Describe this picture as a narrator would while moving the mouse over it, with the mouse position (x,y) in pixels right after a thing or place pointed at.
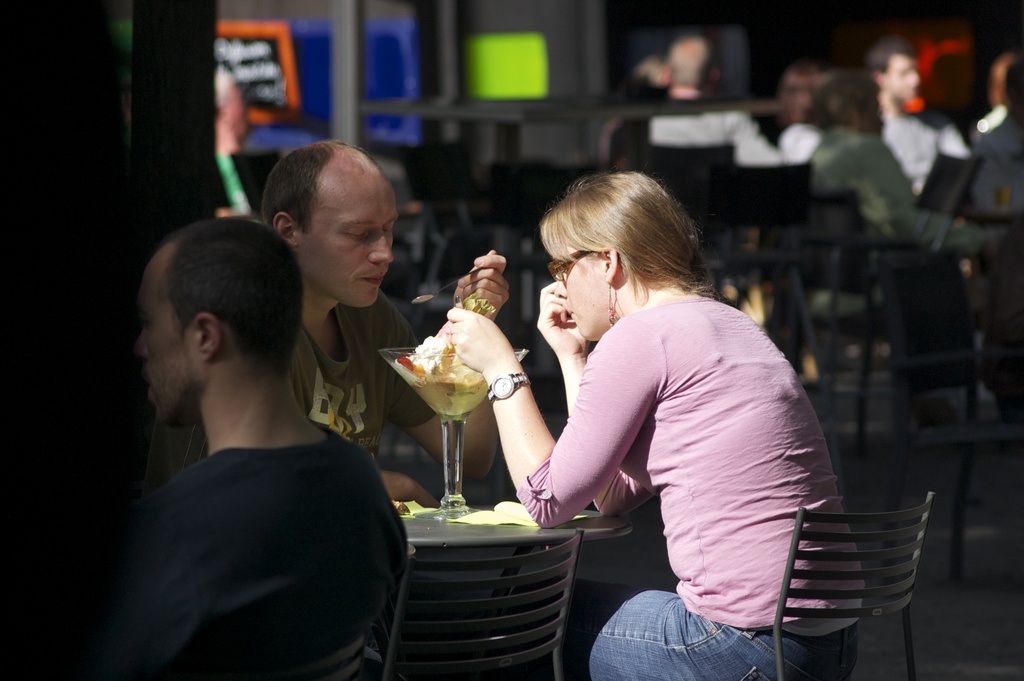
In the right side (752,524) a beautiful woman (739,523) is sitting and eating an ice cream (404,374), she wore a t-shirt (740,517), trouser (735,631). In the left side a man (354,358) is also eating the ice cream (452,389).
